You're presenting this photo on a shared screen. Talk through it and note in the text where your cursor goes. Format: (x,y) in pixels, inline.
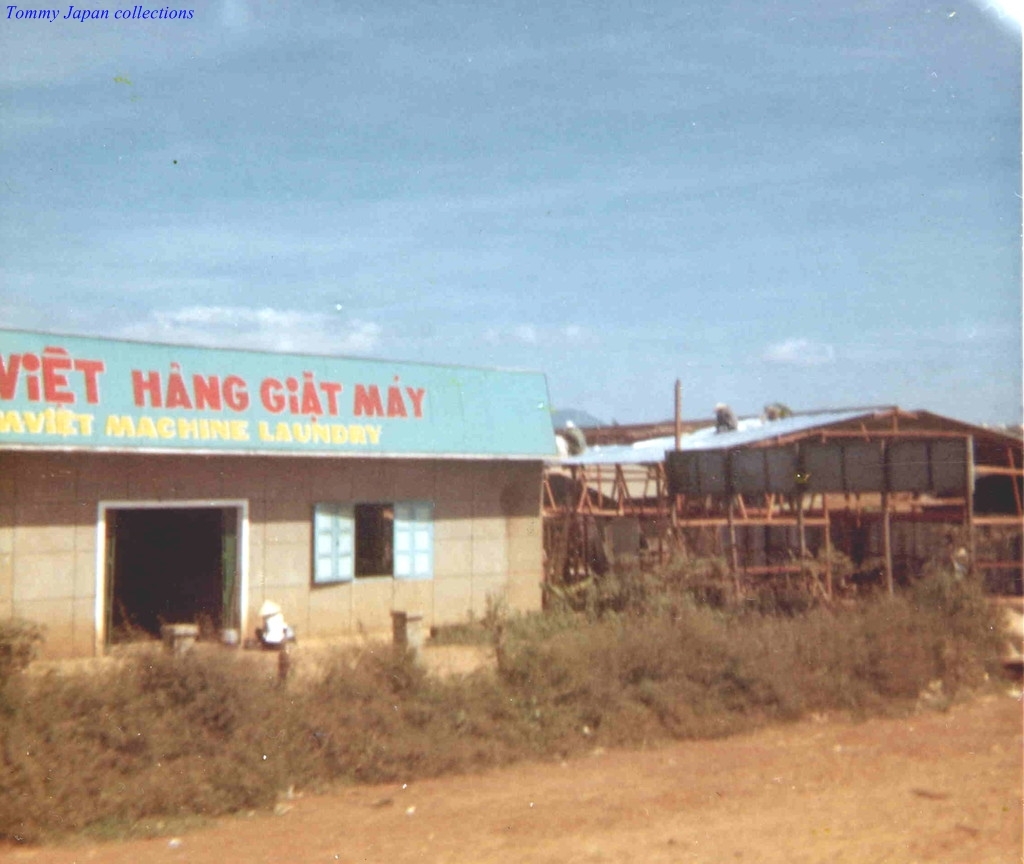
In this image at the bottom (519,691) we can see plants (537,694) and grass (561,708) on the ground (456,849). In the background (242,555) there is a house (231,513), name board (245,448) on the wall (309,496), window (315,532), poles (283,663), roofs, a person (275,643) is in squat position on the ground (97,849) at the wall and clouds (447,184) in the sky (494,179).
